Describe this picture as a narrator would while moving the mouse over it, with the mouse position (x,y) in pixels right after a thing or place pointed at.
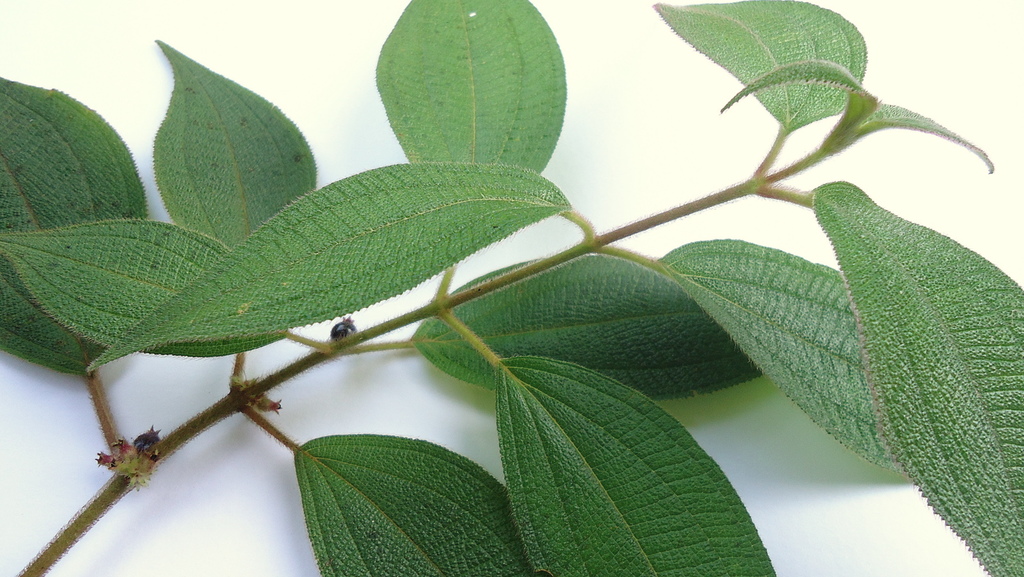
Here we can see stem (864,100) with leaves (657,279).
